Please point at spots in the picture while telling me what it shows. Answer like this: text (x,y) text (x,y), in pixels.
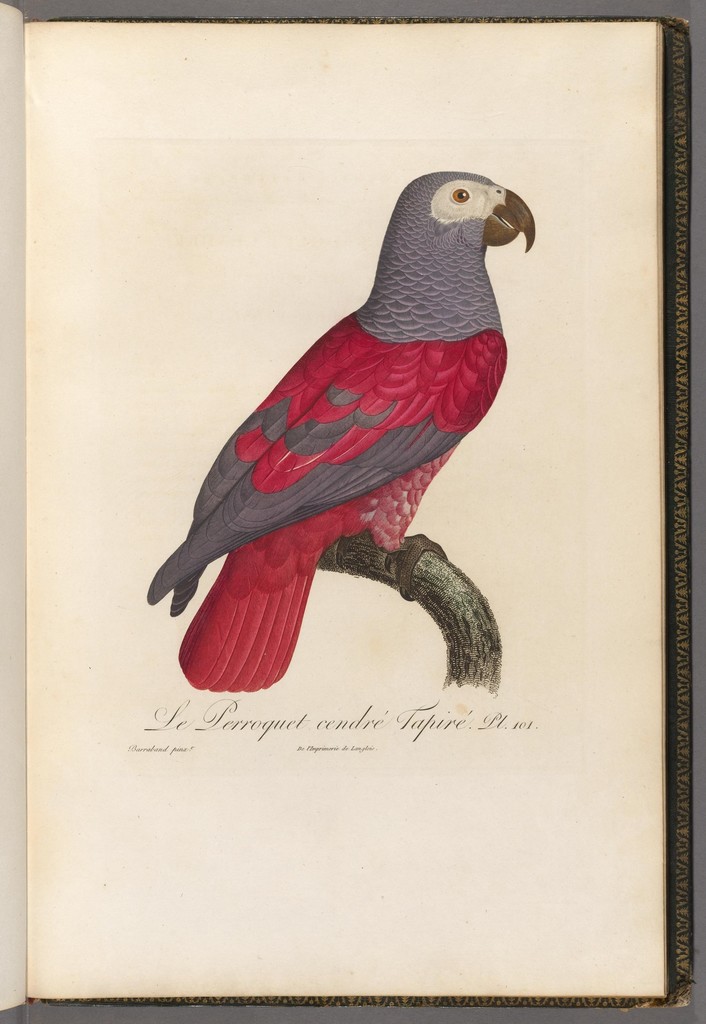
There is a book page (592,879), which is having, an illustration (227,477), in which, there is a bird (475,185), which is gray and red color combination, standing on the branch (434,571) of a tree (491,651). Below this, there is text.
